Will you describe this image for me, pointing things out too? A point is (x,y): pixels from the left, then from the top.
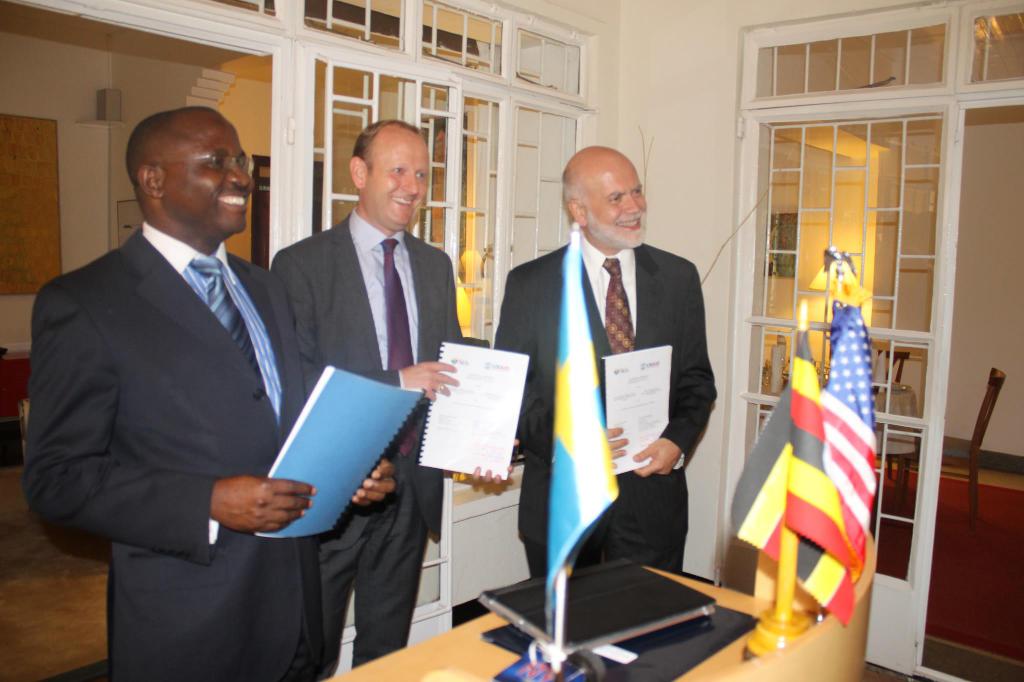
In this image, we can see three men (405,302) standing and they are holding books (646,426) in the hands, there are some flags (751,535) on the table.
